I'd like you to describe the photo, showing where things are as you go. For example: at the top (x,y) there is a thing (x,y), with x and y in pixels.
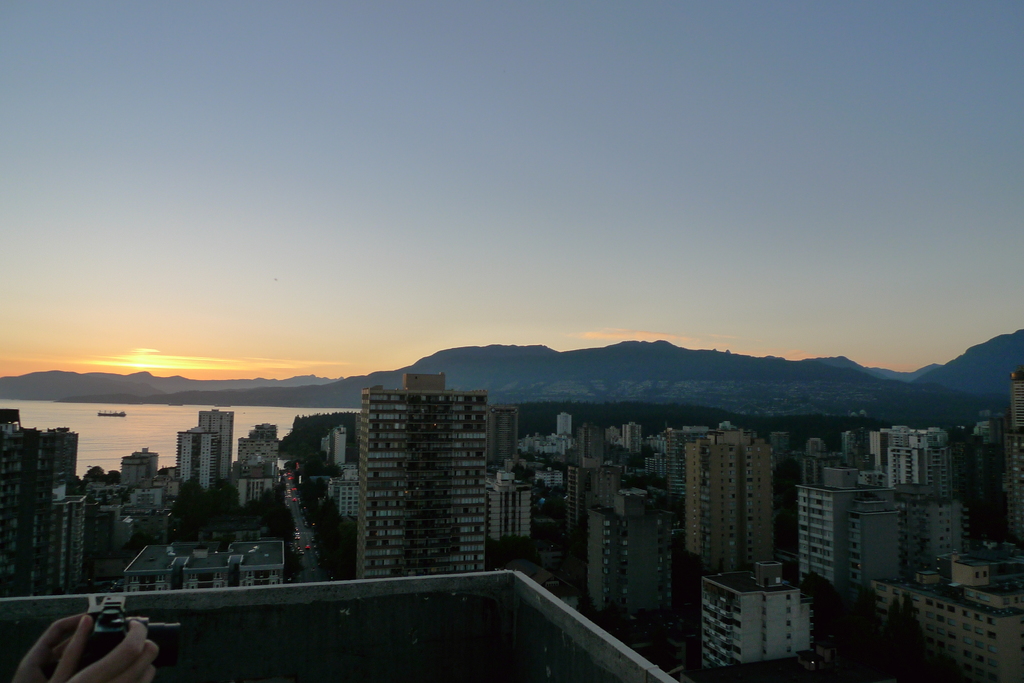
This is an aerial view of an image where we can see a person's hand (127,668) holding the camera (171,648) is on the left side of the image (79,651). Here I can see tower buildings (632,531), a boat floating on the water (151,413), I can see hills (671,371), sunset (162,354) and the sky (805,155) in the background (443,332).
